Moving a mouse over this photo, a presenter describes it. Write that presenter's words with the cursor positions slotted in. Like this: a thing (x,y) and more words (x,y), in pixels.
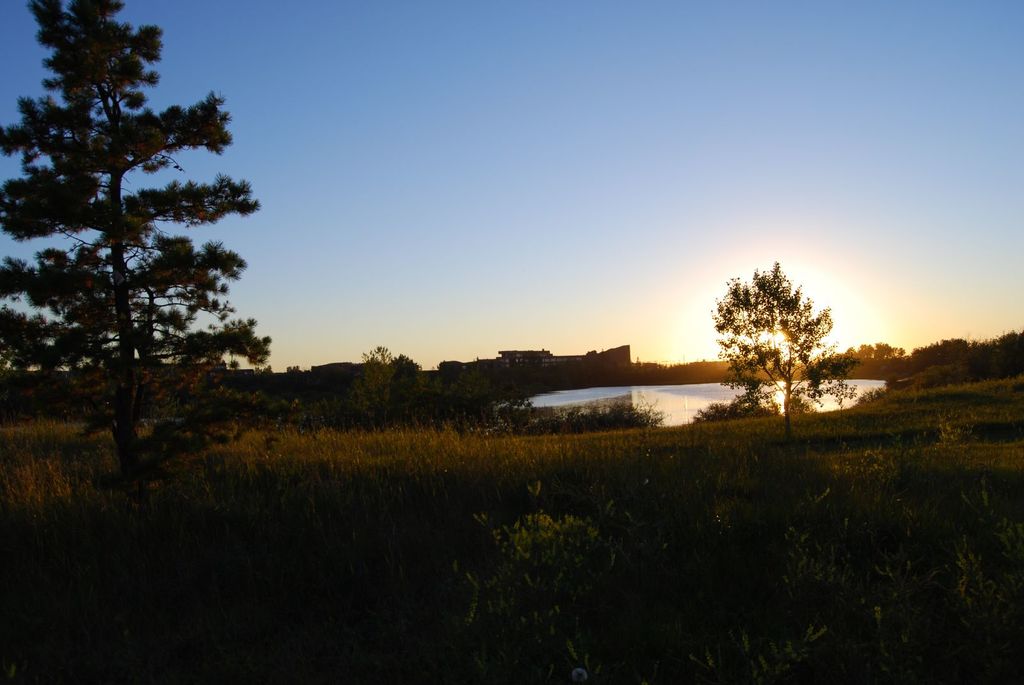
In this image, we can see trees (404,364) and plants (524,463). In the background (618,400), we can see the water (692,391) and sky (723,193).
